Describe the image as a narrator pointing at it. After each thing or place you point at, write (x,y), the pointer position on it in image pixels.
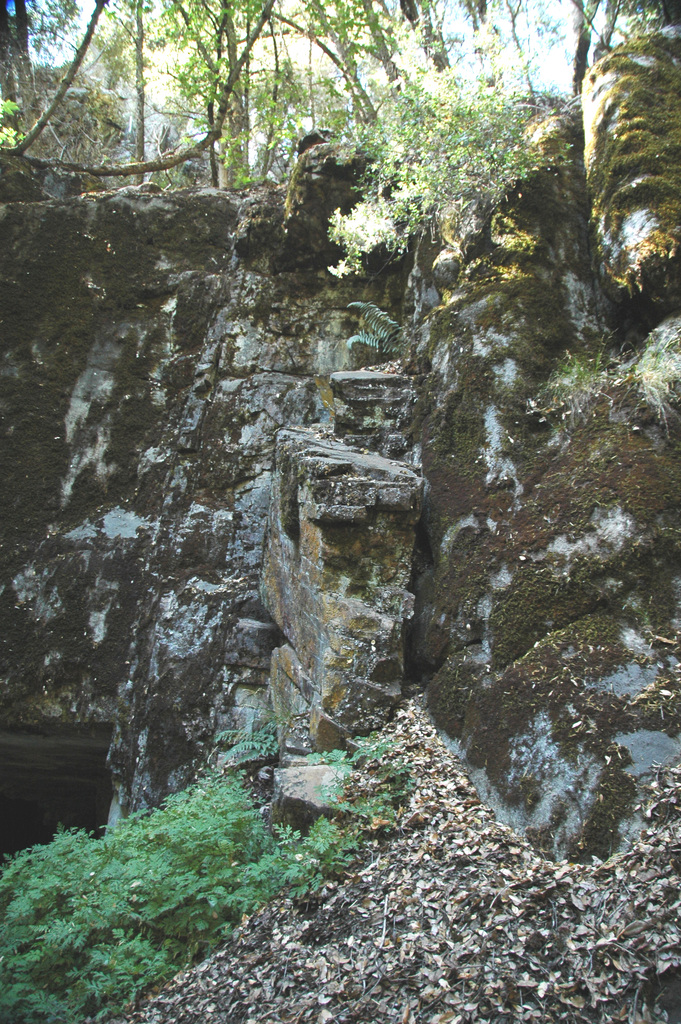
In this image we can see some plants (130,984), trees (405,22), grass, there are leaves (393,891) on the ground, also we can see the hill (553,850), and the sky (548,17).
